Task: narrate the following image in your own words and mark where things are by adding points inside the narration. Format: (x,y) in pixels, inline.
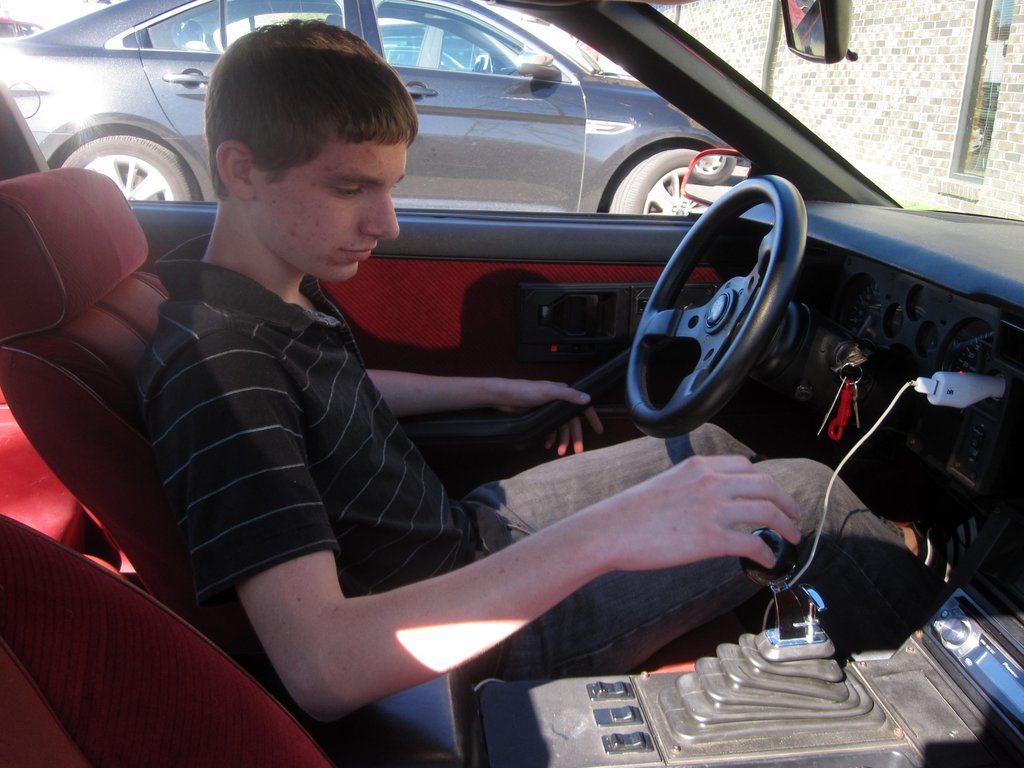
In the picture we can see a man (847,580) sitting in the car (958,345) near the steering (775,244) and a gear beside it and the man (189,378) is wearing a black color T-shirt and from the car (1001,353) outside we can see another car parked near the building wall (879,126).
